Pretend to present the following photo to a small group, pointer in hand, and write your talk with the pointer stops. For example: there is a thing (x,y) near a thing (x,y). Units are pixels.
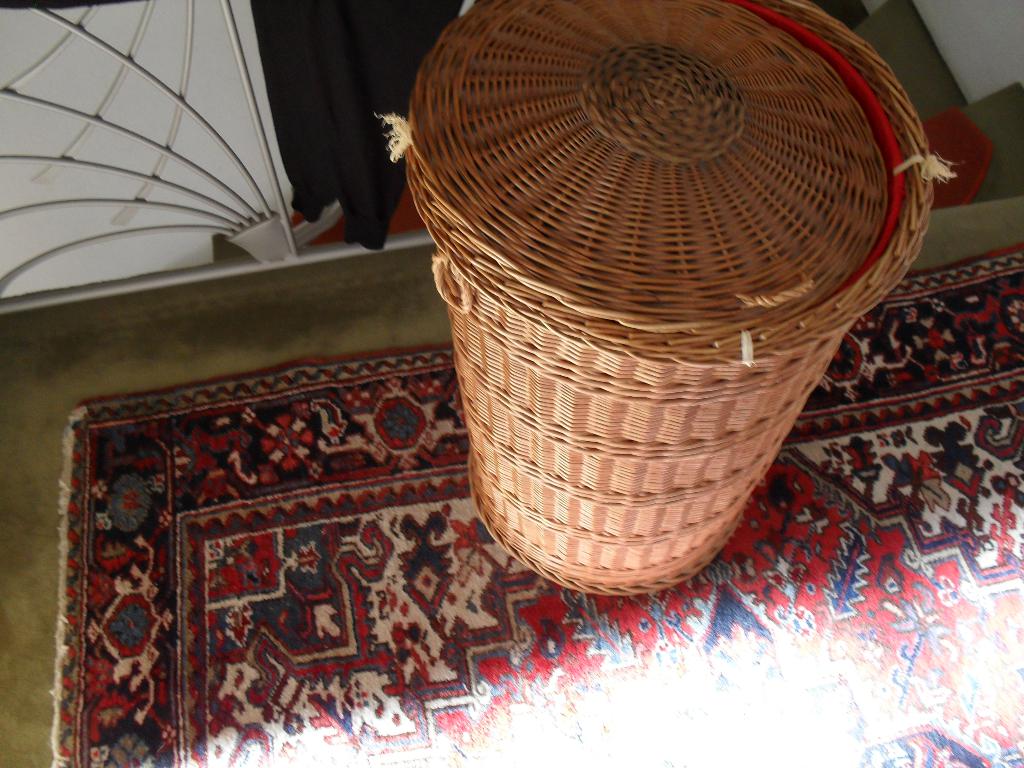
Here in this picture we can see a bin (606,232) present on the floor (13,358) over there and we can also see the floor (217,426) is covered with carpet (1000,386) over there.
